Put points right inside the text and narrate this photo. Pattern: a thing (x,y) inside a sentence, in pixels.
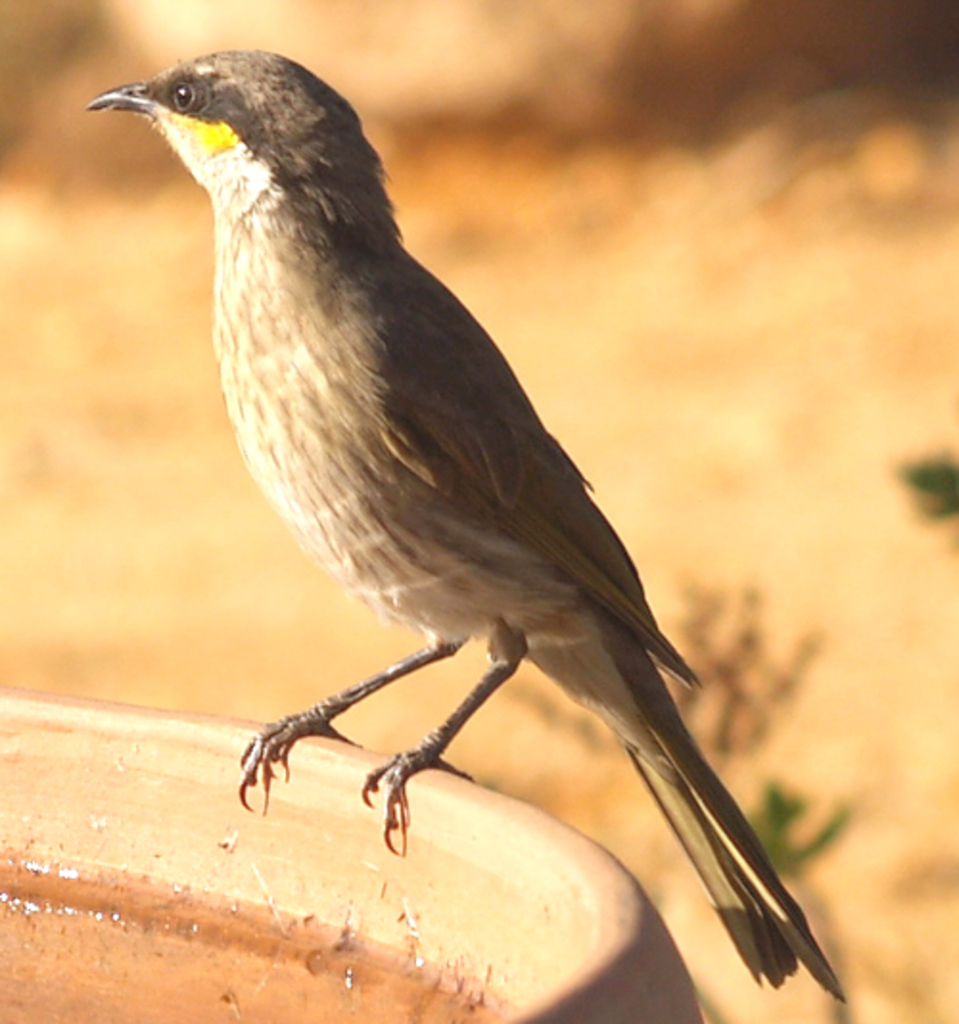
In this image, we can see a bird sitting and we can see water (113,986), there is a blur background (561,240).
